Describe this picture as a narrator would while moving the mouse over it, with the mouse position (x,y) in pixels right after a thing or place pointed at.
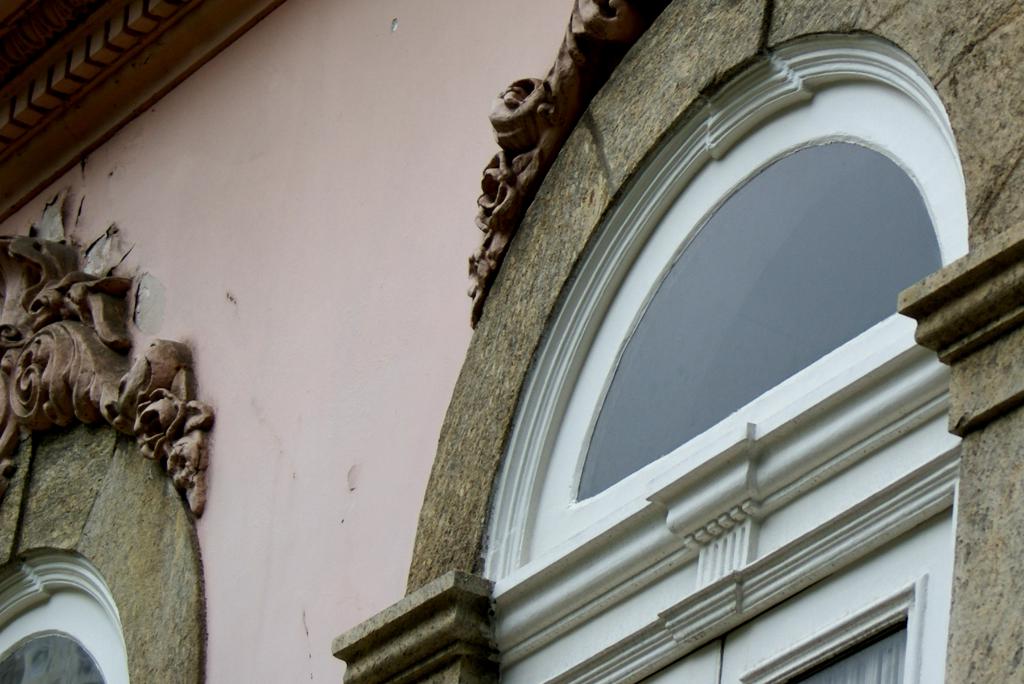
In this image in the foreground (167,366) there is one building (634,455), and there are two glass windows (740,234).
